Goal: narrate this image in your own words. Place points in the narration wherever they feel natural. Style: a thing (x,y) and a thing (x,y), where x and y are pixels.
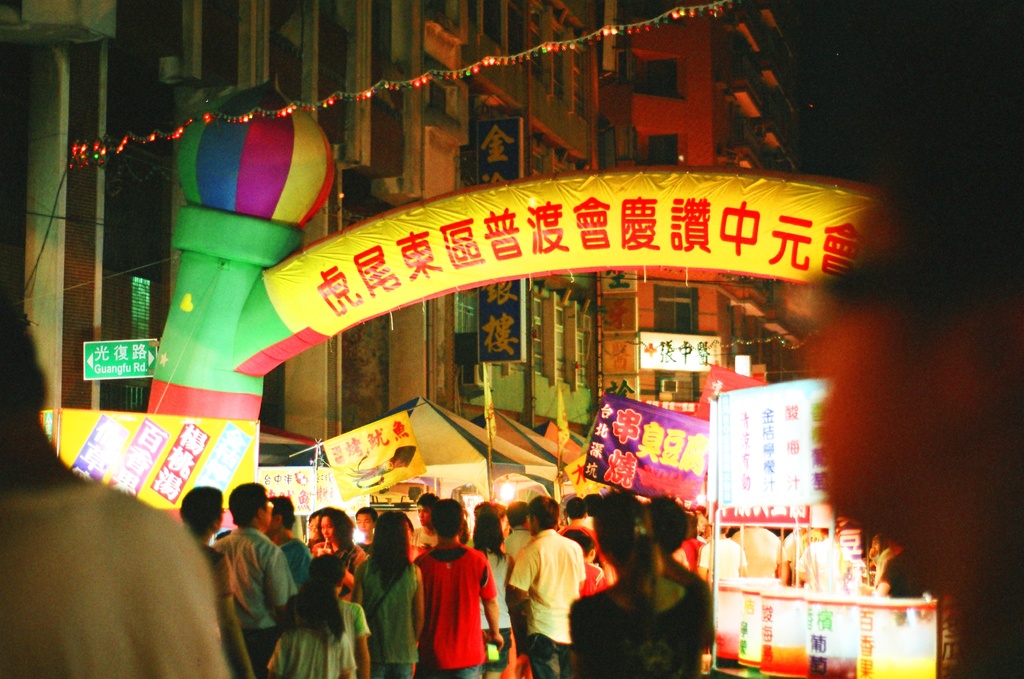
In this picture there are people (439,524) and we can see boards (701,442), arch (236,316), lights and buildings (712,82). In the background of the image (839,127) it is dark.
